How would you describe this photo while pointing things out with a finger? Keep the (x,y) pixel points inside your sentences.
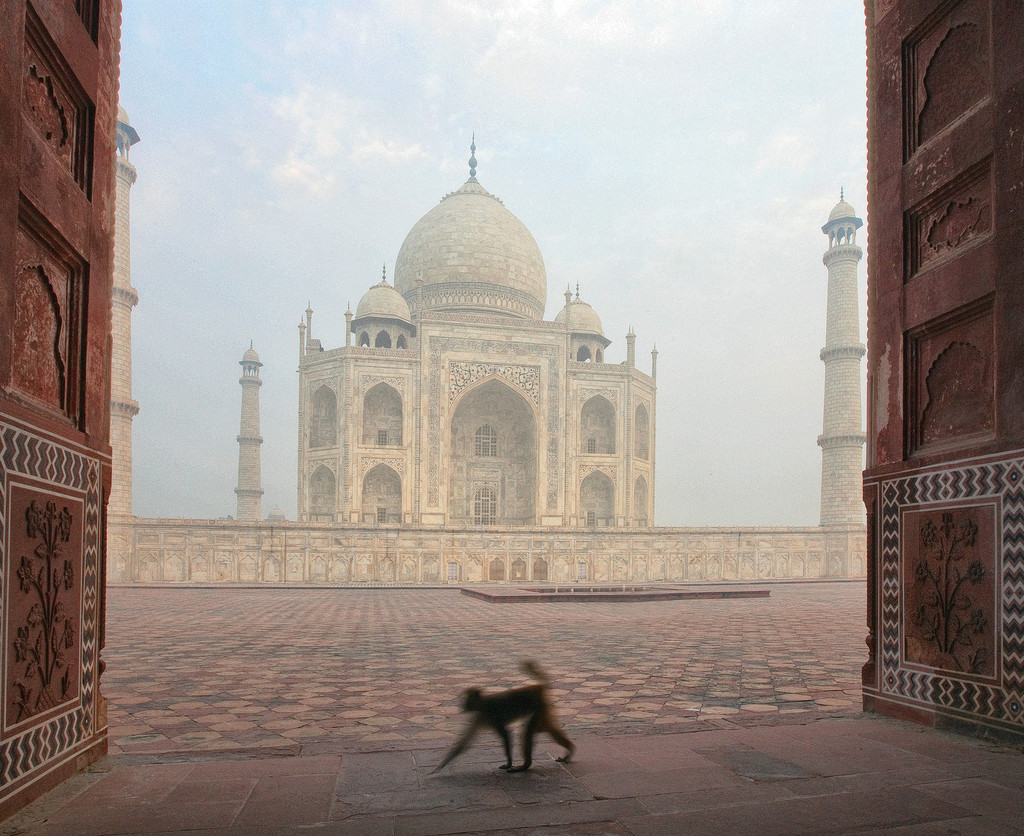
In the foreground of this image (41,544), on either side, there are doors (3,514). In the middle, there is a monkey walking on the pavement (652,794). In the background (545,482), there is a Taj Mahal (305,389), sky (311,202) and the cloud (321,137).
